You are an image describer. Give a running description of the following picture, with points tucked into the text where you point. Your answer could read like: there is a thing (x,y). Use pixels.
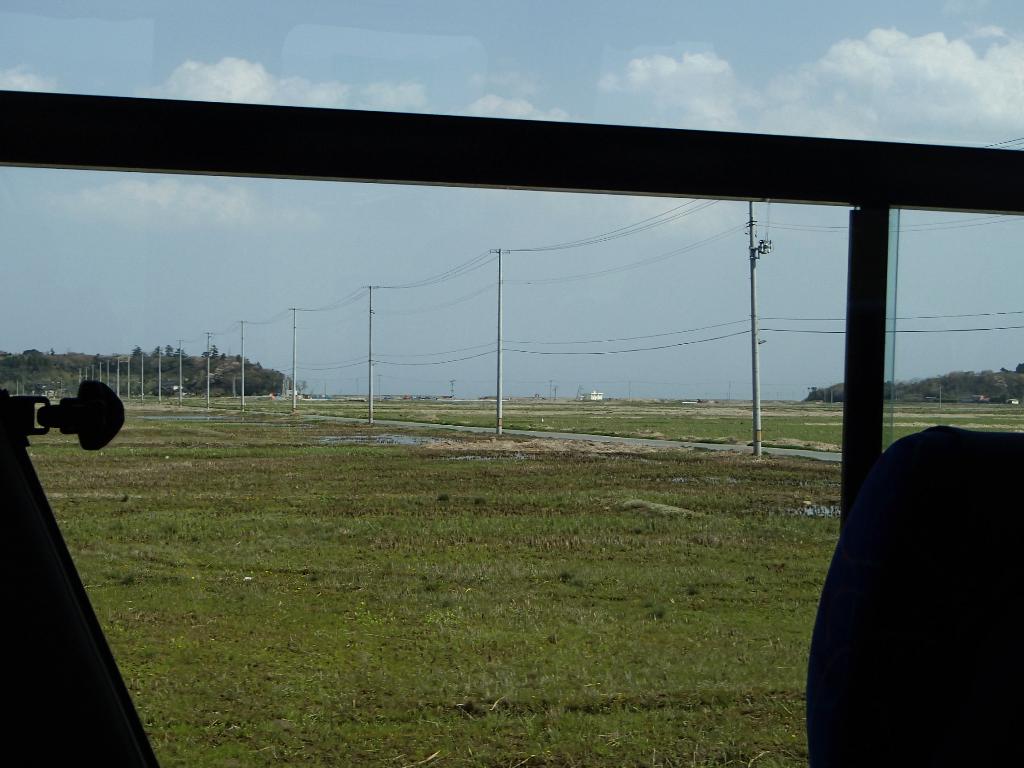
On the ground (394,557) there is grass (512,595). There is a pole (880,286) with a rod (567,185) attached to that. In the back (500,335) there are poles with wires (360,294). In the background (148,377) there are trees (138,378) and sky (474,87) with clouds (307,89).
